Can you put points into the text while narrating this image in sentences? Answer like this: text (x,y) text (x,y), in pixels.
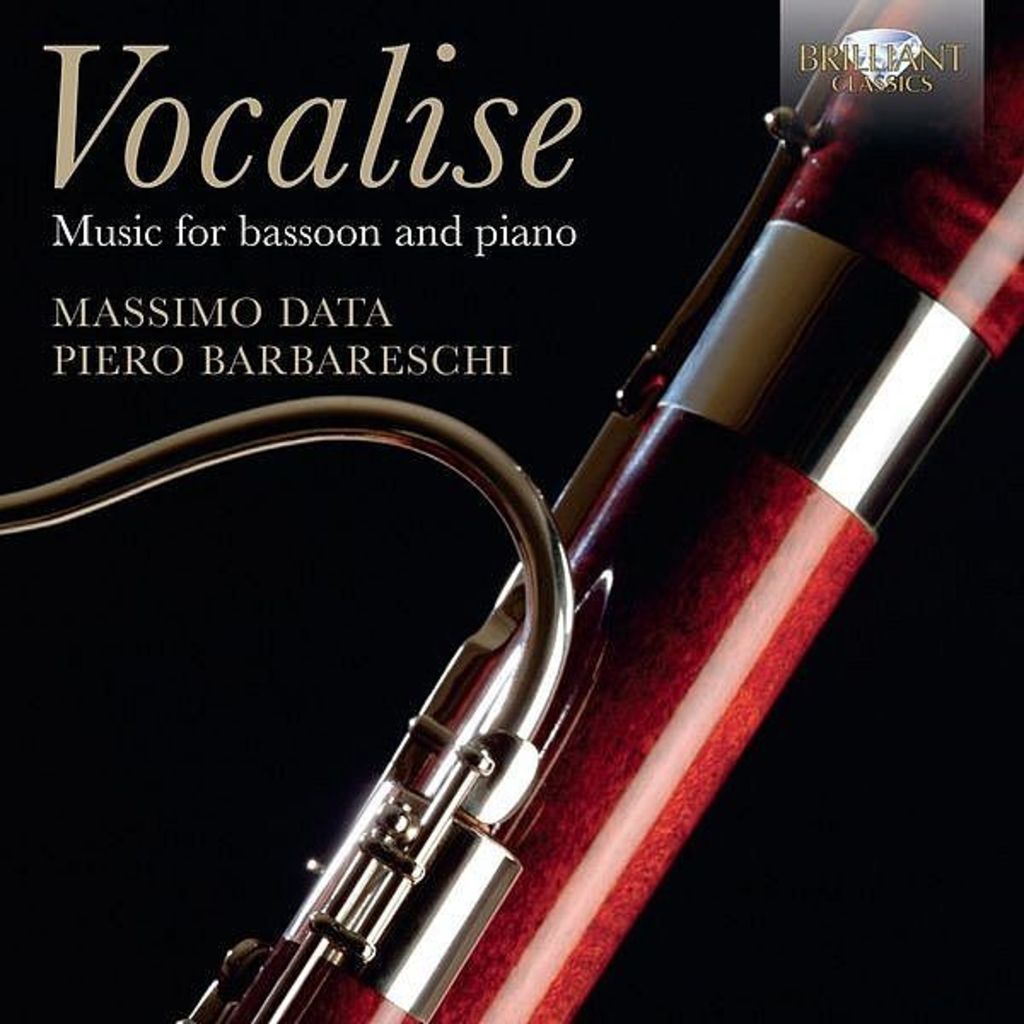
In the foreground of this image (667,622), it seems like a musical instrument (771,641) and some text (330,235) at the top (182,227).
